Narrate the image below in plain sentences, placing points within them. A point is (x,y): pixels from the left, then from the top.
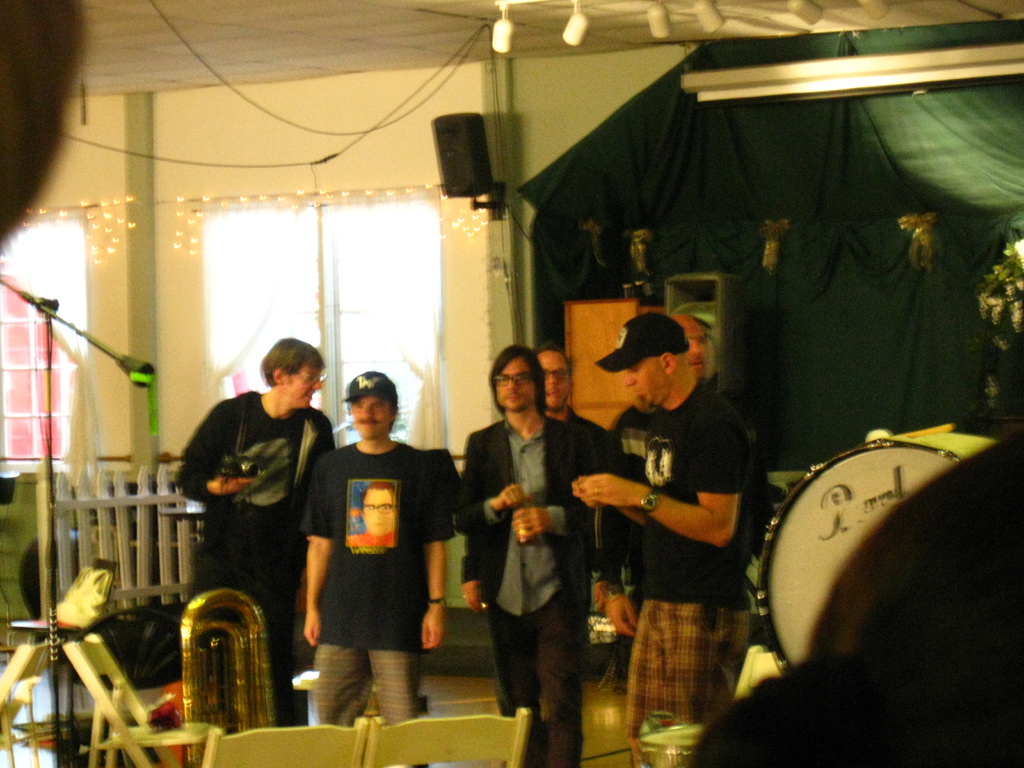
In this image we can see men (596,497) are standing. At the bottom of the image (391,748), we can see chairs (181,732), bag (170,723) and musical instruments (244,676). In the background (460,272), we can see windows (37,333), wall (445,281), curtain (755,282) and a wooden object (602,384). On the left side of the image (51,494), we can see stand (50,561) and a fence (142,513). At the top of the image (598,10), we can see the roof (512,55), lights (502,28) and a sound box (460,162).
